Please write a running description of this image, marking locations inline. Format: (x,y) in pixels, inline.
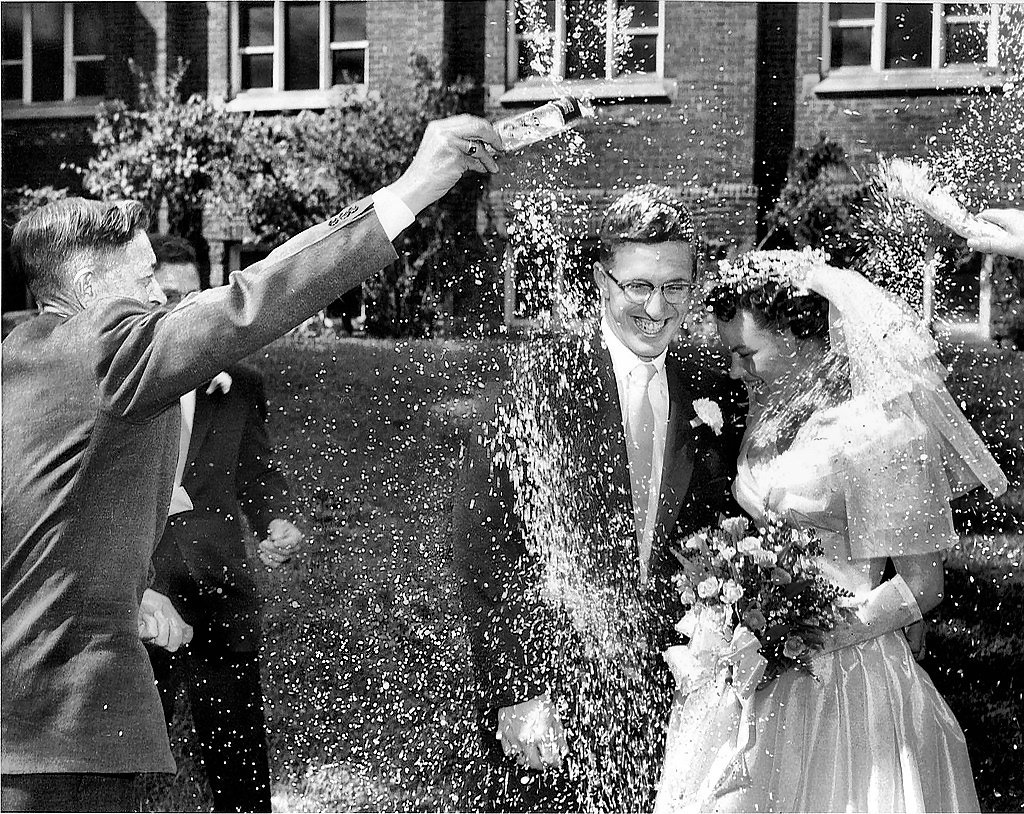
As we can see in the image there are buildings (296,44), windows (356,45), plants (142,138) and few people (53,307). The woman (776,419) standing on the right side (832,503) is wearing white color dress (835,559) and holding flowers (762,633). The image is little dark.
